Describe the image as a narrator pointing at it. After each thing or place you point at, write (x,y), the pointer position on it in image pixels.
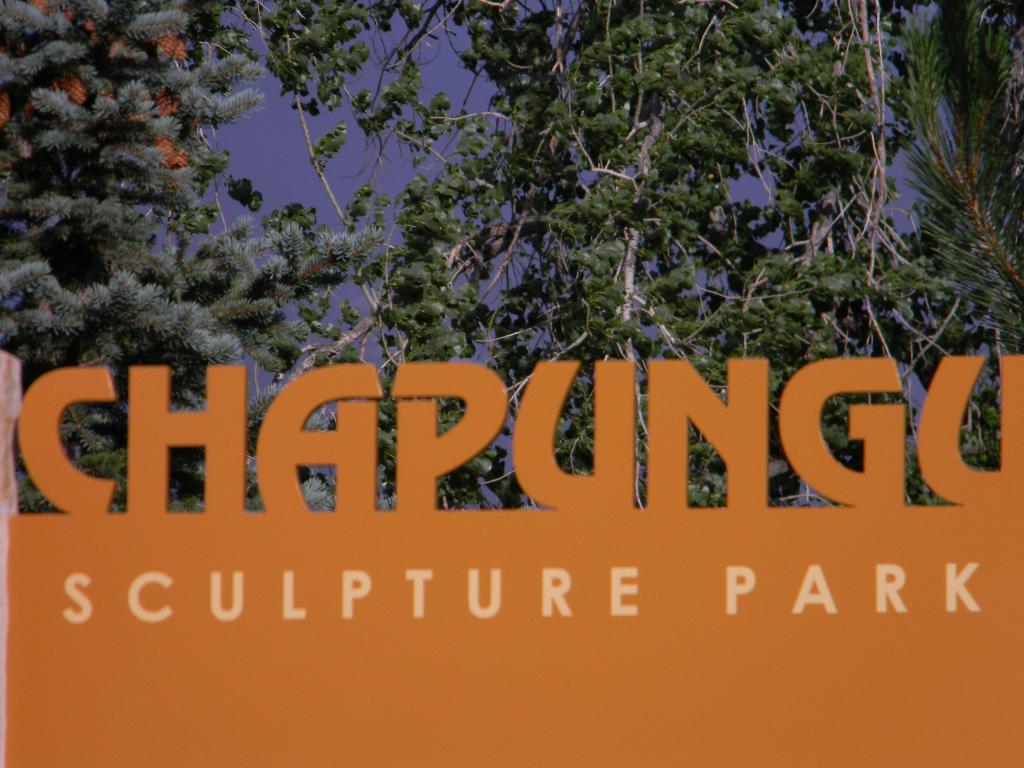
In this image in front (134,671) there is a board (89,503). In the background of the image (475,471) there are trees (200,209) and sky (304,163).
